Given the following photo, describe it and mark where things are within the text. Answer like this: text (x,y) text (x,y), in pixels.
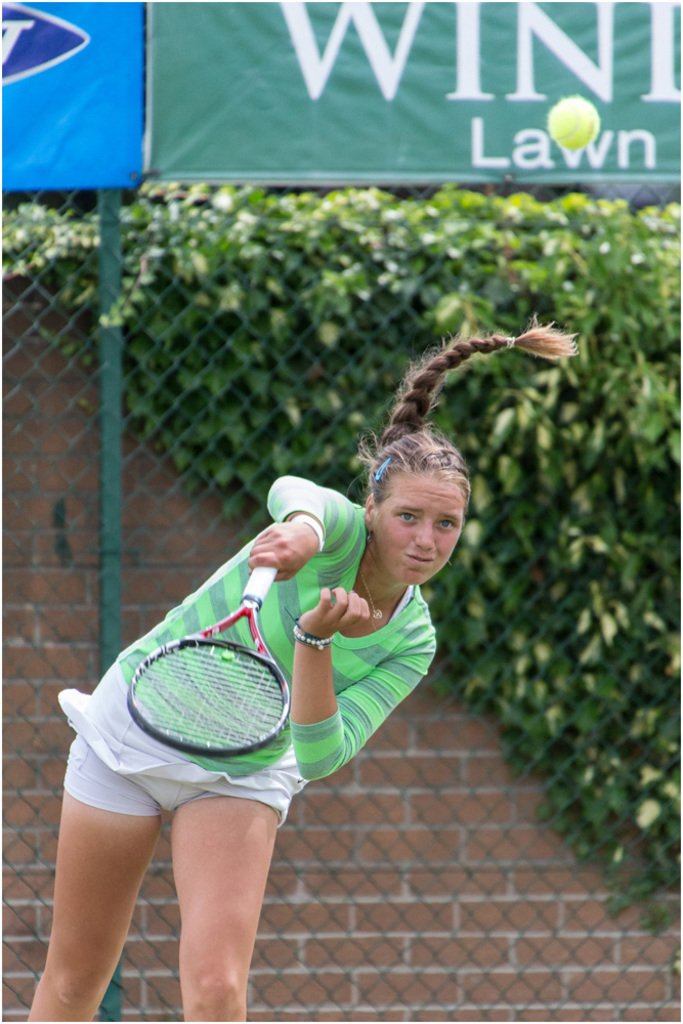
In this image it seems like a girl (370,726) is playing the tennis by holding the tennis bat (250,600) in her hand (281,548). There is a ball (579,117) in front of her. At the back side (195,327) there is a fencing (176,388) through which we can see the plants (609,306). There is a hoarding (268,45) at the top of the net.
